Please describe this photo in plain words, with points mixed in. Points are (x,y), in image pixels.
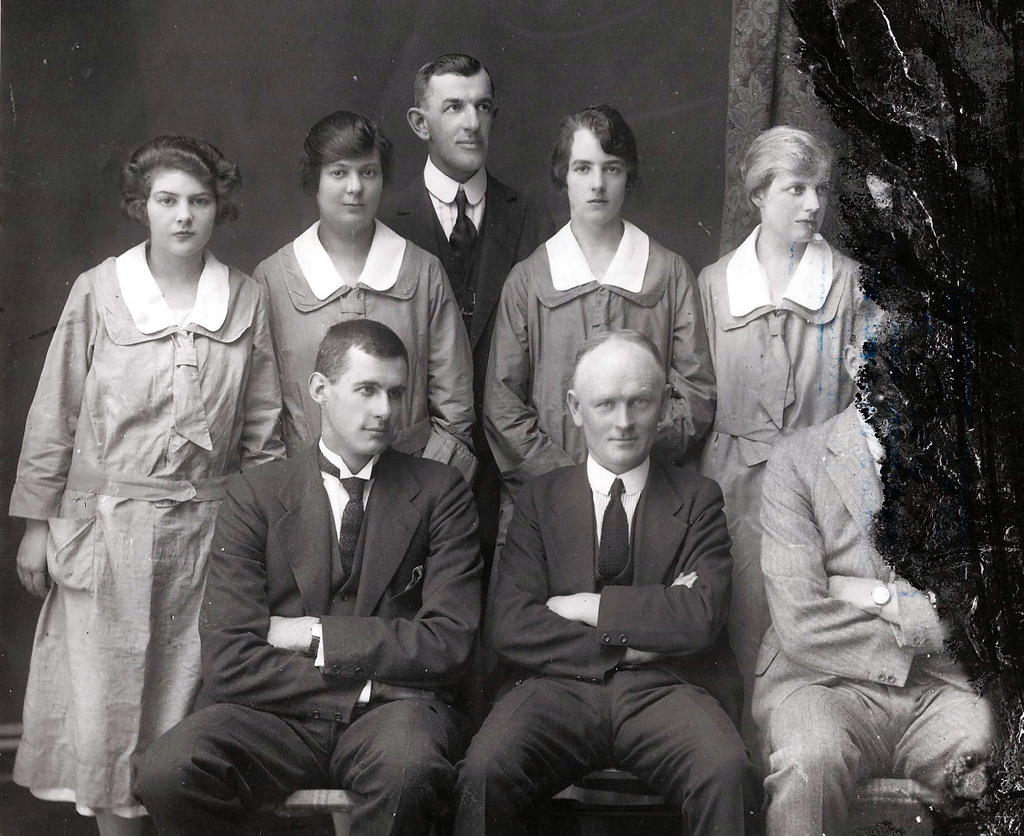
This image is a photograph. In the center of the image (661,529) there are people (420,317) standing and some of them are sitting.
